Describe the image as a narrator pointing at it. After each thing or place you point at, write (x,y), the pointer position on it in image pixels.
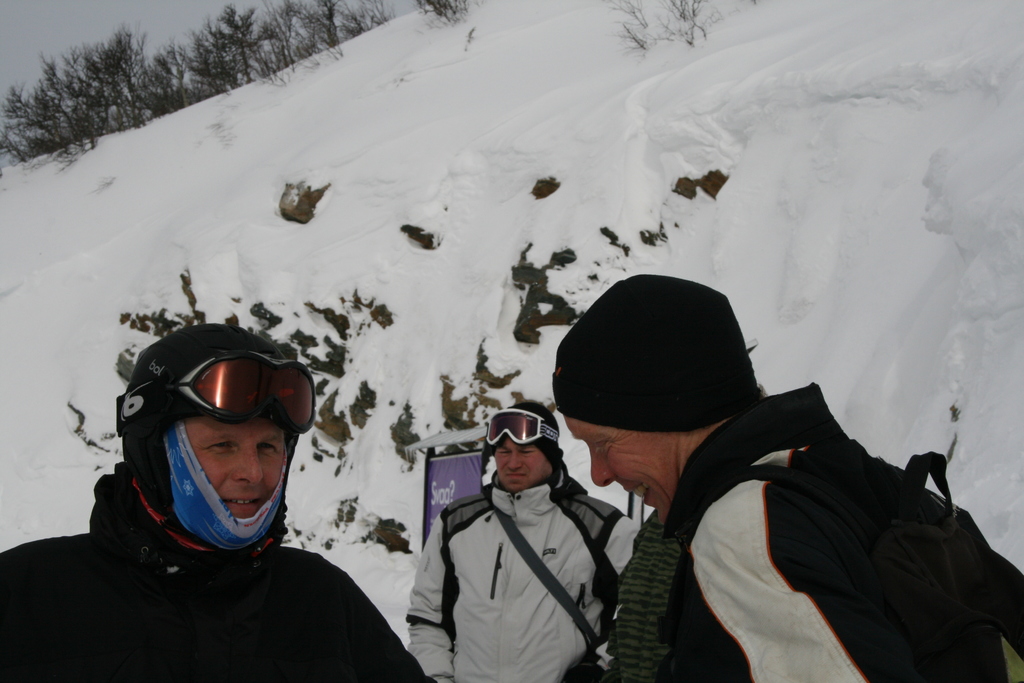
In this image there are three men (423,609) wearing jackets (451,547) and headwear (715,383) and they are standing, in the background (266,185) there is a hill (368,155) it is covered with snow (345,109) and there are plants (225,42).
